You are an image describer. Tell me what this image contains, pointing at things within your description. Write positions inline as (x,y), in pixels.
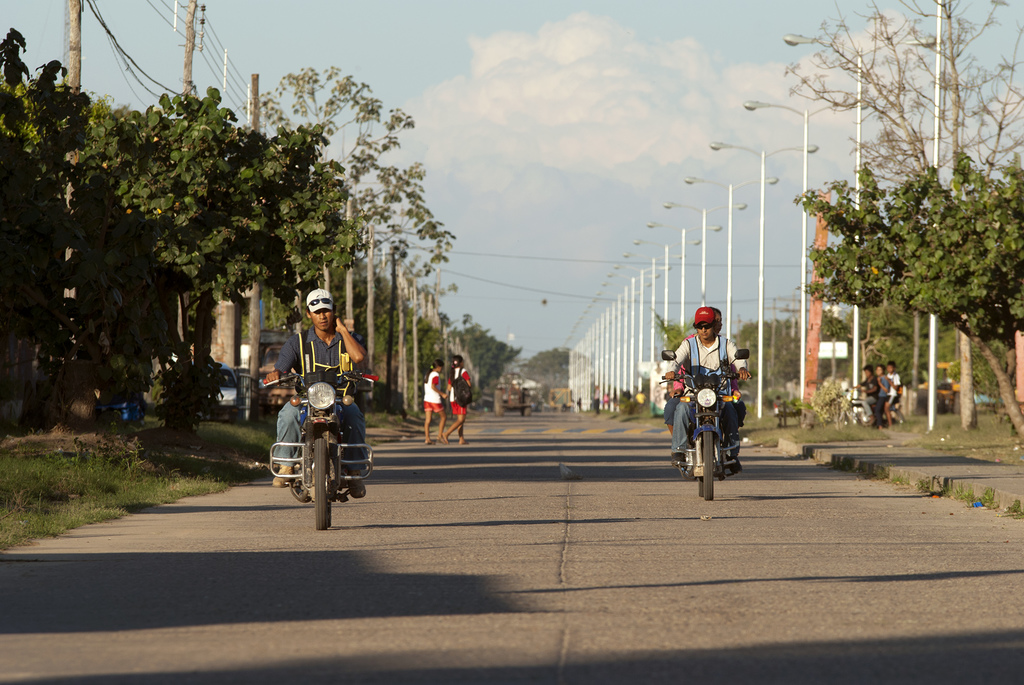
In this image there are two motorbikes (710,423) on the road (473,554). Few persons (315,351) are sitting on it. They are wearing cap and goggles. Two women (439,377) are walking on the road (428,446). Right side (876,380) there are three persons (887,374). There are few street lights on the pavement (847,461). Right side (1016,229) there is a tree (964,226). Left side (15,514) there are few trees (24,202) on grassland (150,485), behind there are few vehicles (236,378). There are few poles (252,385) connected with some wires (159,14). Few persons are walking on road (542,428). Top of image (651,202) there is sky (669,236) with some clouds (572,166).
